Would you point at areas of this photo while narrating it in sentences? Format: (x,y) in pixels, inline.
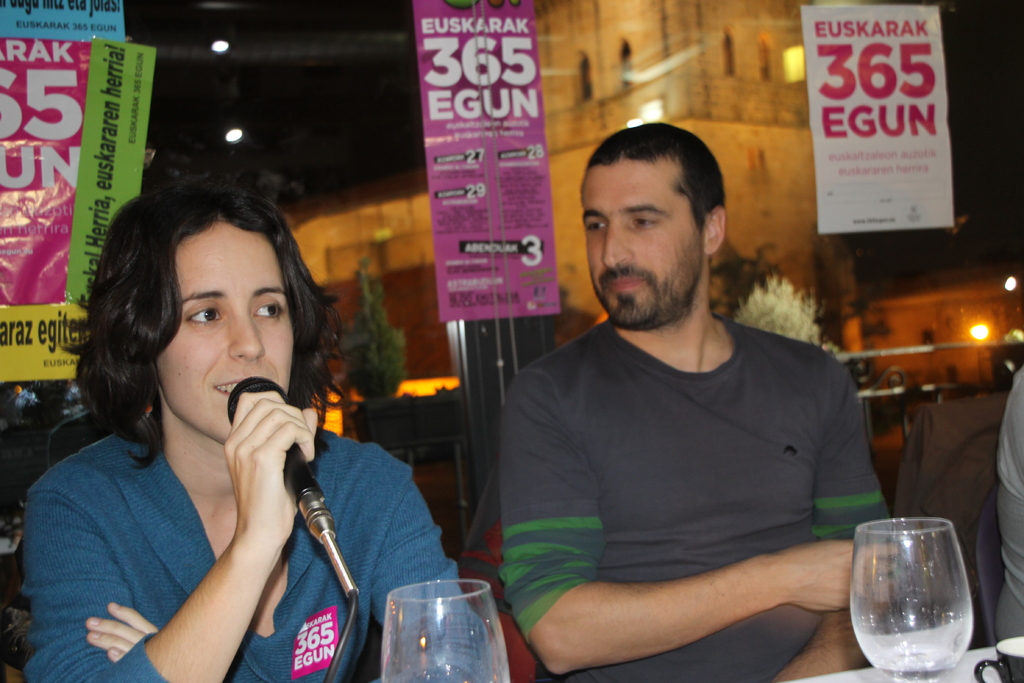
This is a picture consist of two persons (278,486), on the left side (102,501) a woman (66,538) wearing a blue color jacket (32,554) and her mouth (220,388) is open, she holding a mike (292,486) and in front of him there is a glass (433,591), back side of her there are some hoarding boards (93,94) And there is some text (54,105) written on that. board (13,260) And there is a building (557,139) on the right side (766,113) corner. on the right corner (700,351) I can see a person (734,395) wearing a gray color shirt (748,436), In front (876,567) him there is a glass (896,572), back side of him there is a light (979,329) visible.
